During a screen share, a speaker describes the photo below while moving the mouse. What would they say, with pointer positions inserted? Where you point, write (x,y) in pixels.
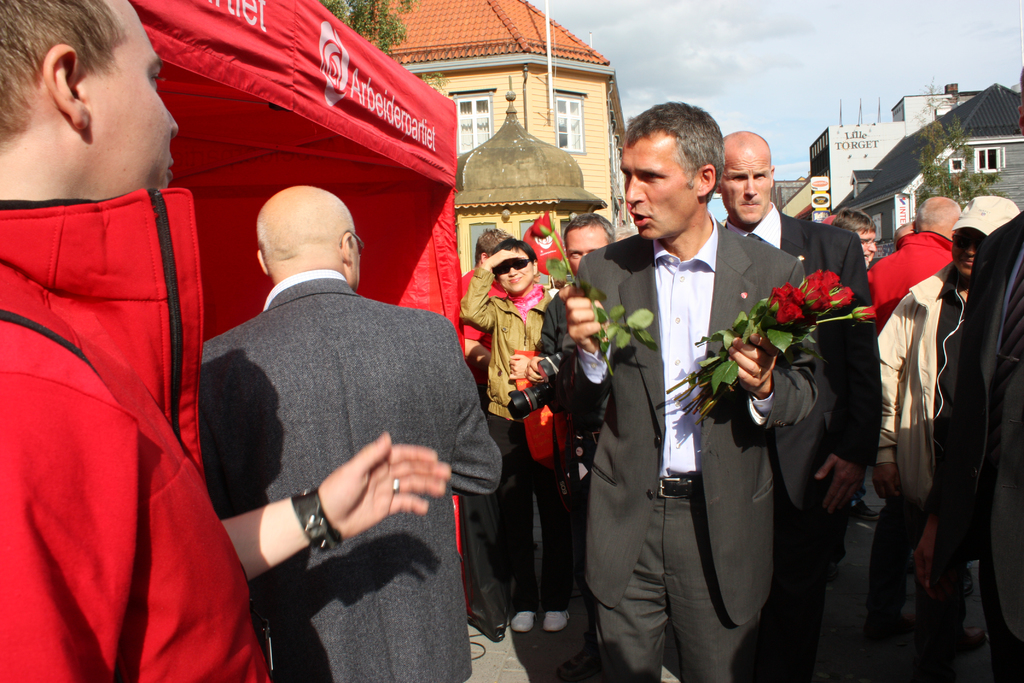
In this picture we can see few people (831,434) on the road (976,677) and he is holding flowers (599,297) with his hands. There is a tent (208,163). In the background (473,15) we can see buildings (882,169), trees (977,179), boards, and sky (800,85).
